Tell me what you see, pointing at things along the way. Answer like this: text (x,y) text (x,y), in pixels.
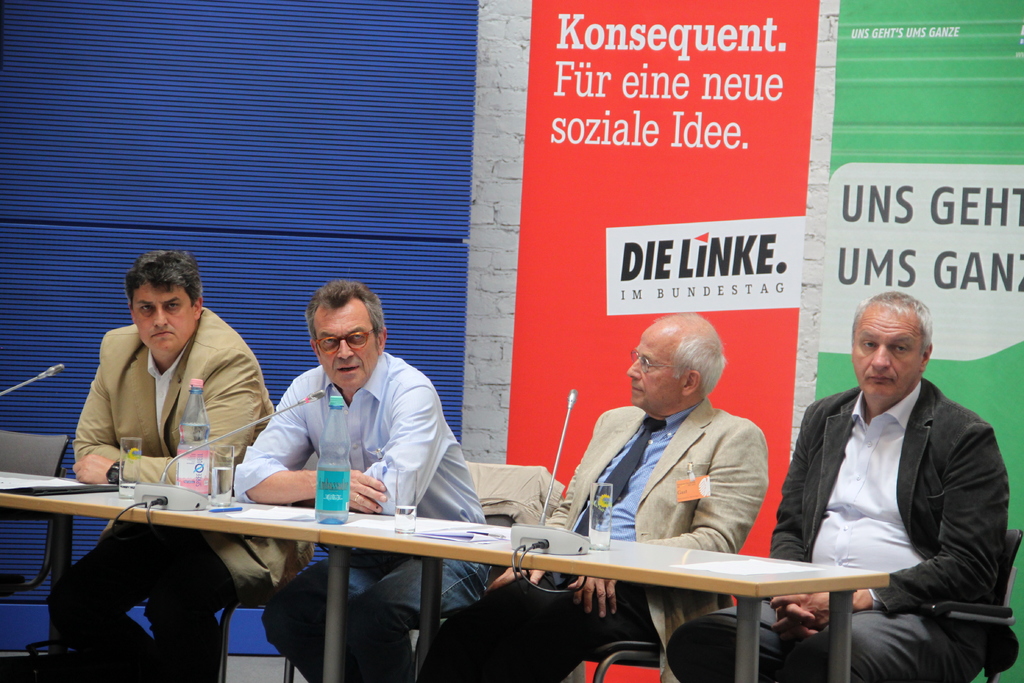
In the middle of the image (678,445) four people (209,407) sitting on the chair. Behind them there are some banners (629,101). Bottom left side of the image (335,560) there is a table (459,523), On the table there is a water bottle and glass (138,446) and microphones (51,370).
